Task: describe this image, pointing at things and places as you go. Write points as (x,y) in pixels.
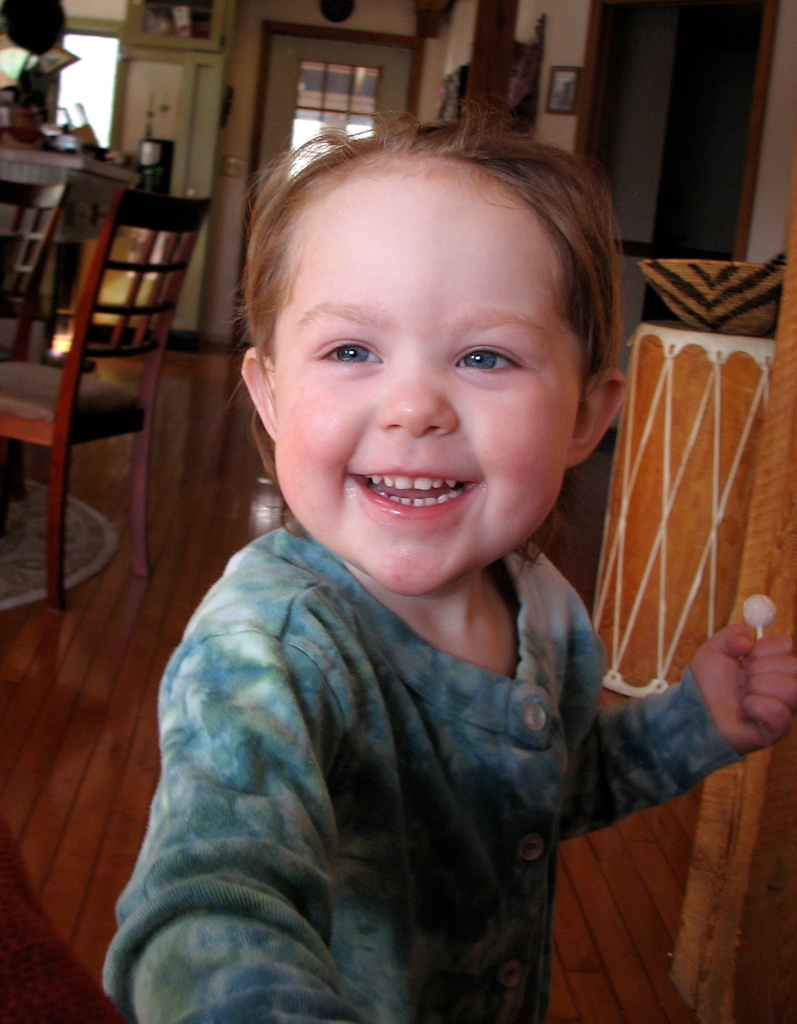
In this image i can see inside view of house (310,15). And on the middle (321,607) a baby (348,590) stand on the floor (561,865) and she is smiling and she is wearing a blue color jacket (337,788) and holding a lollipop (761,619) on right hand side (765,605). And right of the image (748,472) there are some objects (742,417) kept on the floor (121,586). and i can see a wall (559,44), on the wall (571,45) there is a photo frame (577,83) attached to the wall (233,220). And on the right corner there is a doorway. On the left (73,235) there is a table (40,180) kept on the floor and there is a chair (60,390) on the floor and there are some objects (64,132) kept on the floor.
